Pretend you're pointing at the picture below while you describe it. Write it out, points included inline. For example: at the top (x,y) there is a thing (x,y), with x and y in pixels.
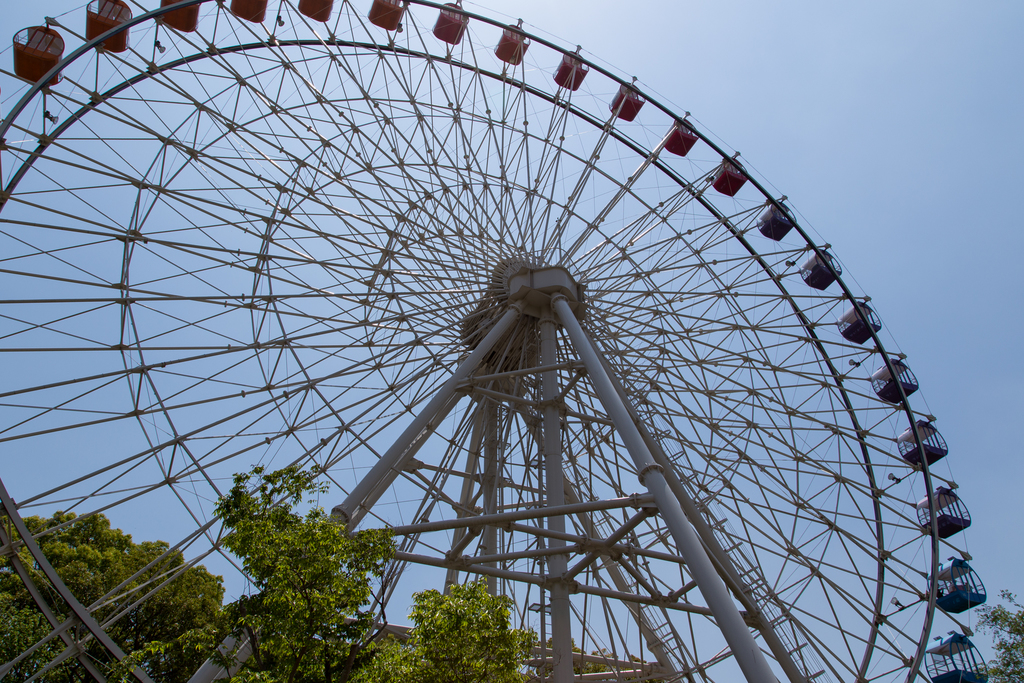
In this image in the front (370,546) there are trees (345,606). In the center (526,316) there is a giant wheel (911,663) and in the background (168,599) there are trees (1023,638).
